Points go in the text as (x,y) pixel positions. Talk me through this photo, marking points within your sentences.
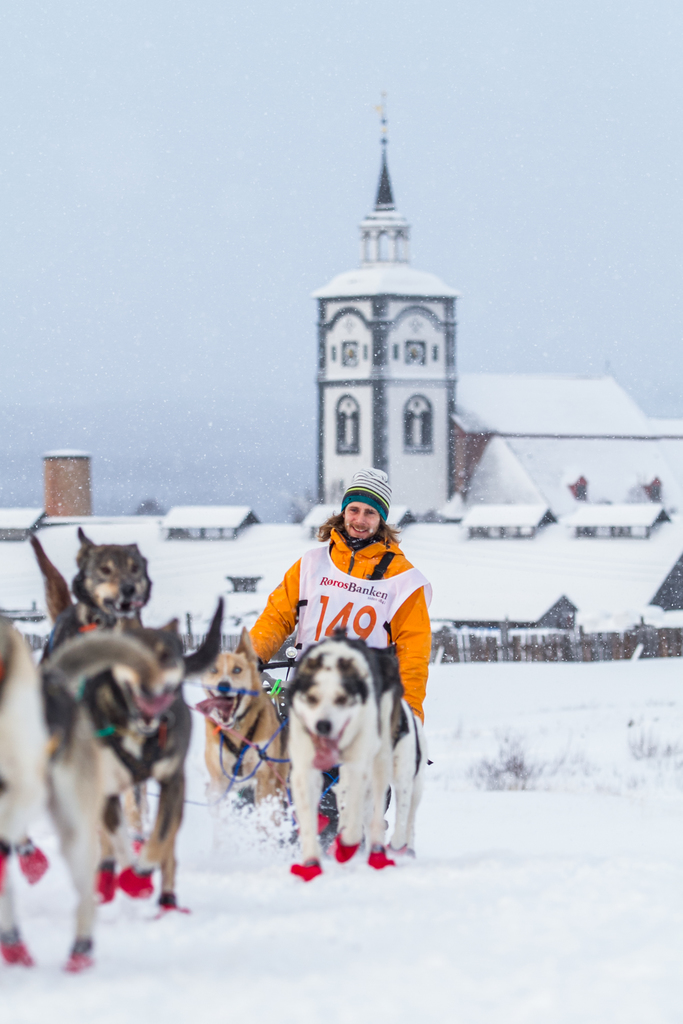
Land (253,900) is covered with snow (328,886). Here we can see a person (356,519) and dogs (322,692). Far there is a building (574,418) with snow (549,563).
